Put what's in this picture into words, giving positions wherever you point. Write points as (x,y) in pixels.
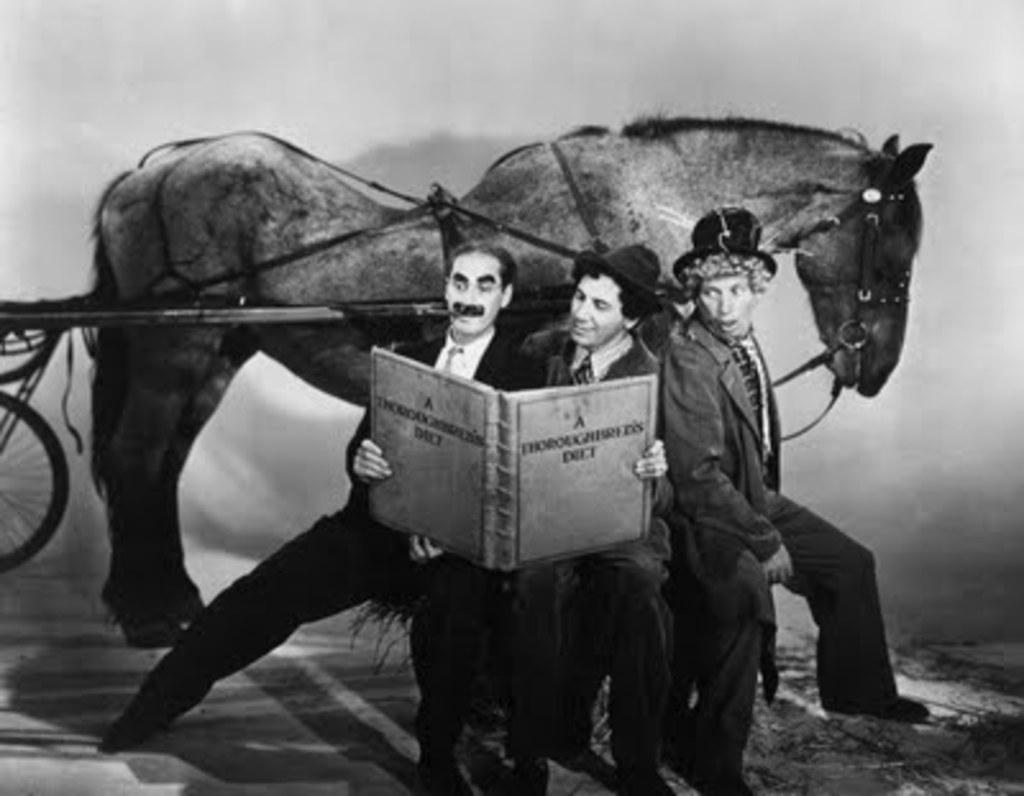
This is a black and white image. There are three persons (661,519) in this image, two of them are holding a book (562,476) and the other one (728,435) is seeing it. There is a horse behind them. Two of them are wearing hat (743,217). All the people (670,430) are wearing blazers (684,402).
